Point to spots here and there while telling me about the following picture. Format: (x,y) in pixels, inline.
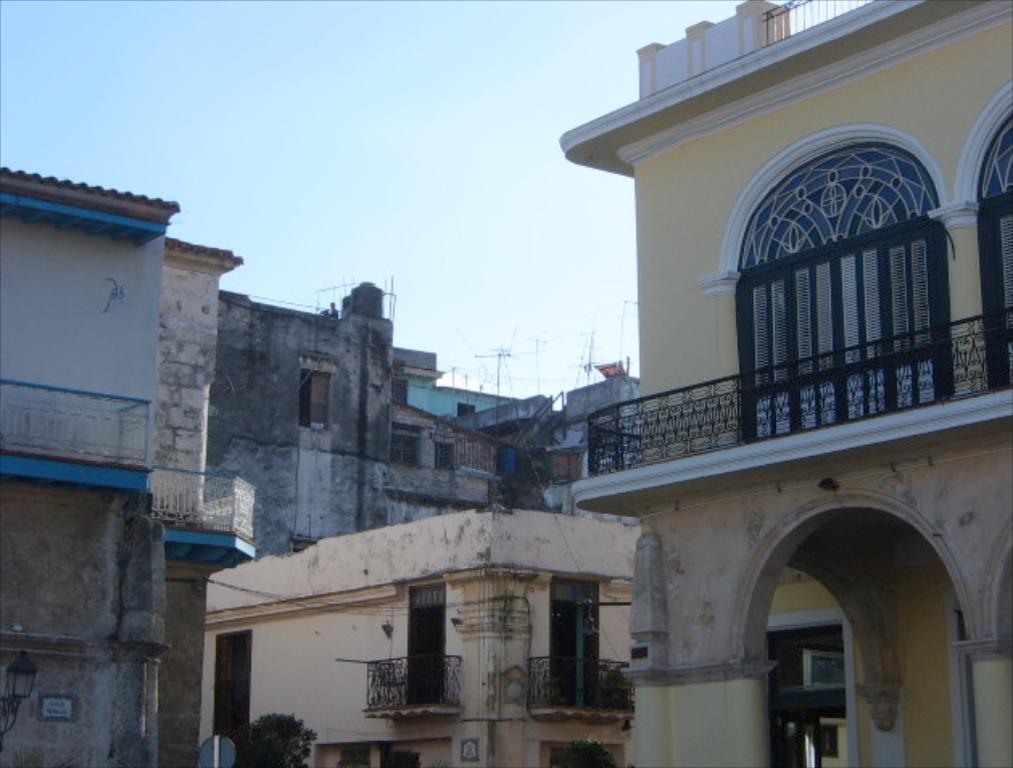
In the image there are few buildings (418,497) and there is a tree (284,750) in front of one of the building (317,626).
